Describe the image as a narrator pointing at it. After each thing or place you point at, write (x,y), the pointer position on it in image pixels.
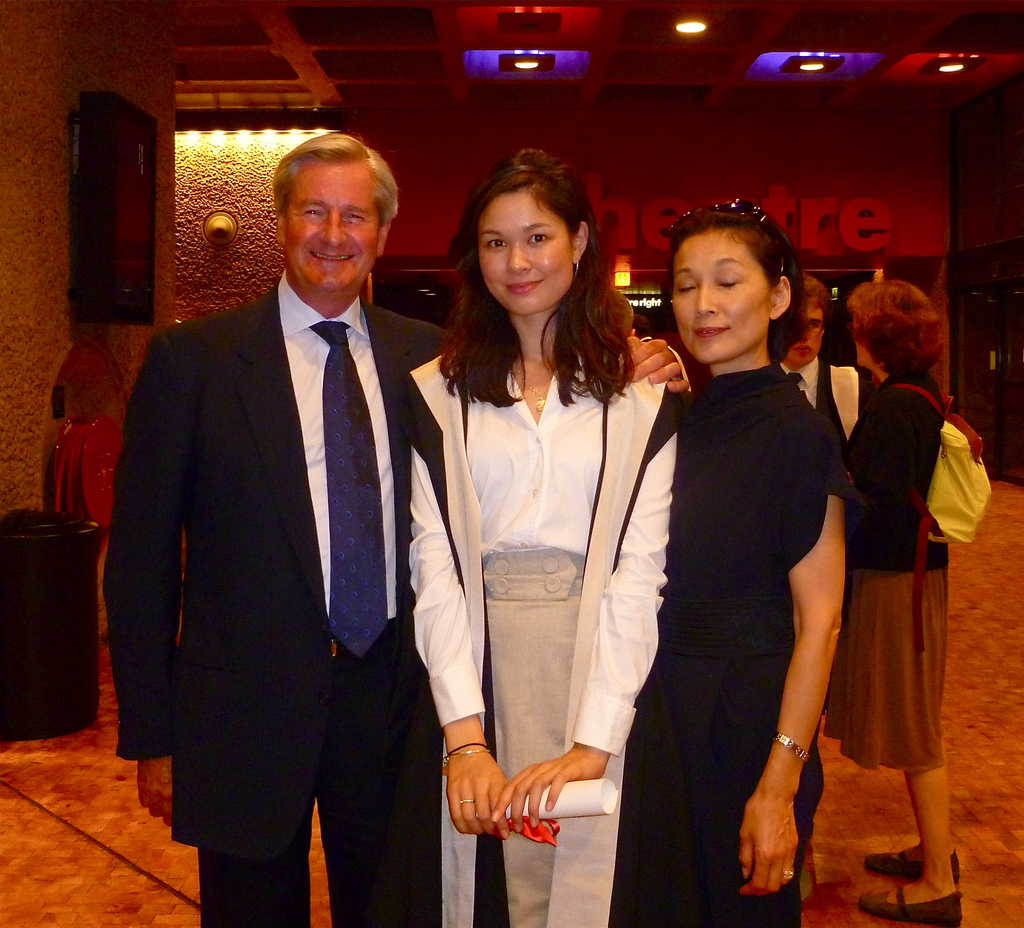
In the picture there are three people (483,469) standing in the front (609,497) and posing for the photograph, there are two women (480,550) and a man (245,522) and behind these three people (817,441) there are two people (883,394) standing behind them and in the background (76,328) there is a wall (67,104) and to the wall (37,269) there is a display screen (115,206) and to the roof (323,55) there are colorful lights (496,70) and below the roof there is a sign (814,240).
